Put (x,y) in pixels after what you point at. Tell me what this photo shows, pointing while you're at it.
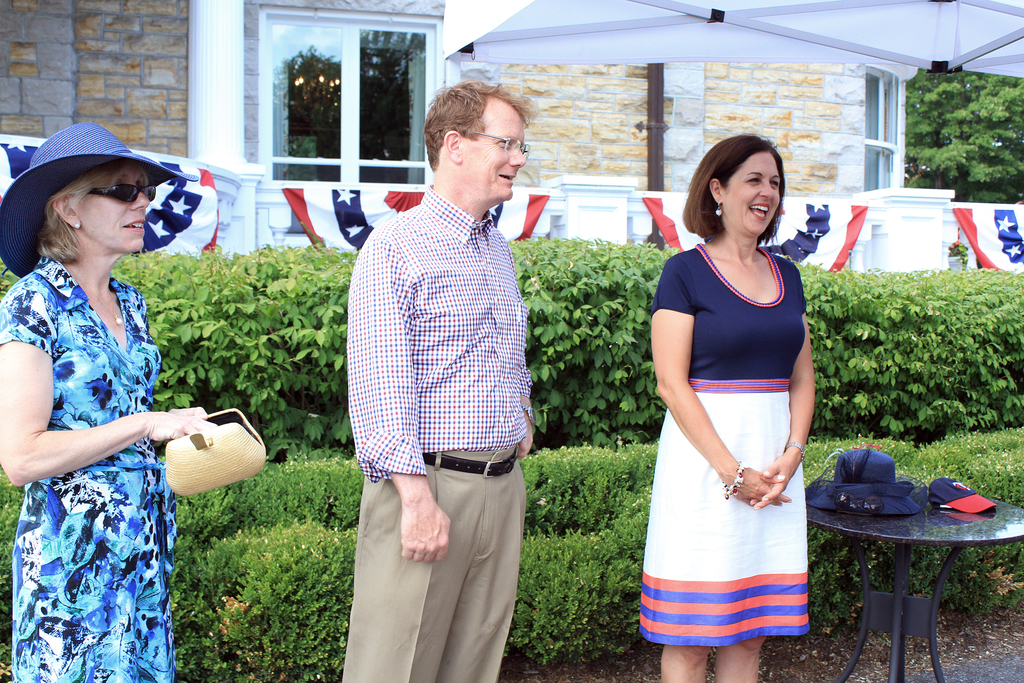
The woman (711,350) in white and blue dress (738,396) is standing under the tent (903,36). She is smiling. Beside her, we see a table (917,535) on which cap (973,497) and blue hat (901,488) are placed. Beside her, the man (436,598) in checkered shirt (449,316) is smiling. Beside him, the woman (87,389) in a blue dress (121,394) who is wearing a hat (16,186) is holding a wallet (213,451) in her hands (190,419). Behind them, we see plants (325,466) and shrubs (263,329). Behind that, we see flags (312,221) in white, red and blue color. In the background (119,95), we see a building (359,104) and a door (280,122). We even see the trees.
